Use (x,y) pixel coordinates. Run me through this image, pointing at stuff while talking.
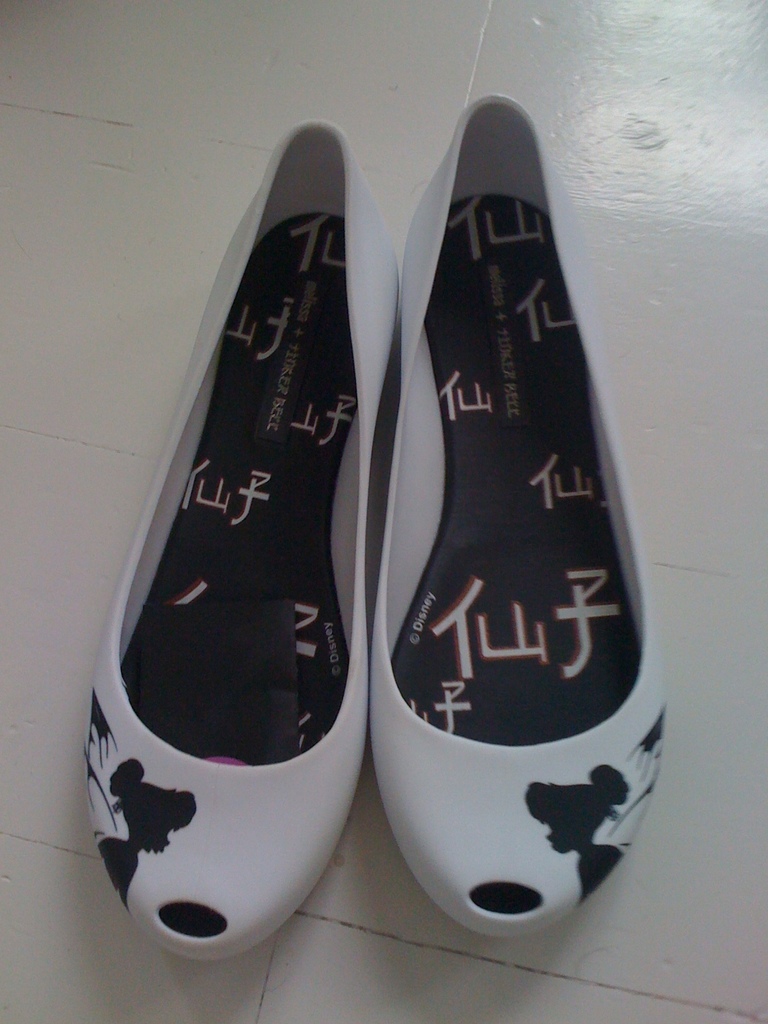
In this picture we can see a pair of white shoe (346,742) on the floor (376,903).
